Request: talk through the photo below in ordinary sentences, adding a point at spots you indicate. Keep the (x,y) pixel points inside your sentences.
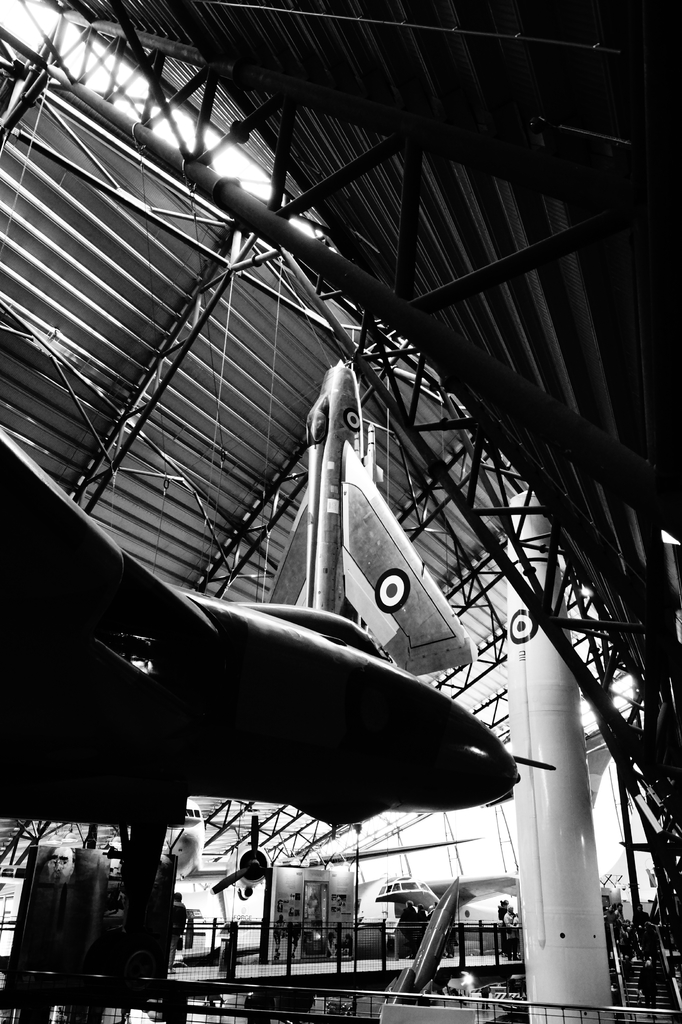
In this image there are aircrafts (457,618) and rockets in a metal shed (143,297) supported by rods (259,508).
